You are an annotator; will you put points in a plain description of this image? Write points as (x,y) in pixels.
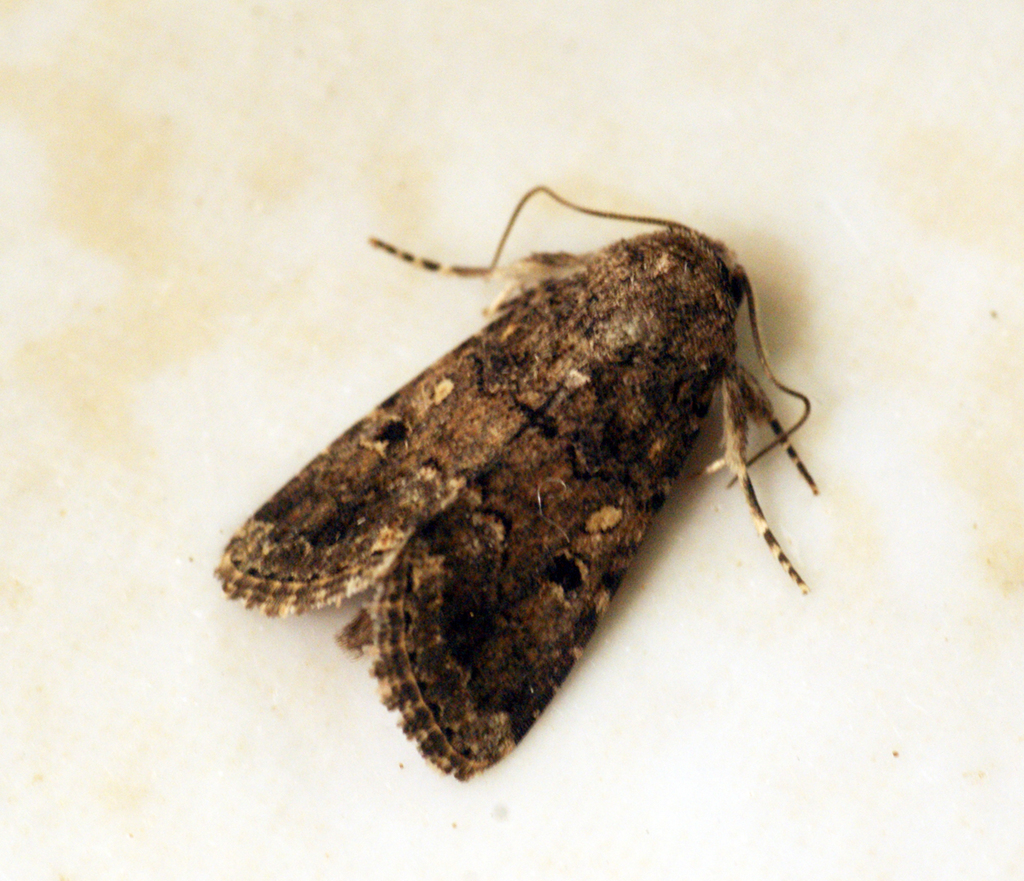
In this picture we can see a moth (559,514) in the middle (460,478), there is a plain background (245,723).
